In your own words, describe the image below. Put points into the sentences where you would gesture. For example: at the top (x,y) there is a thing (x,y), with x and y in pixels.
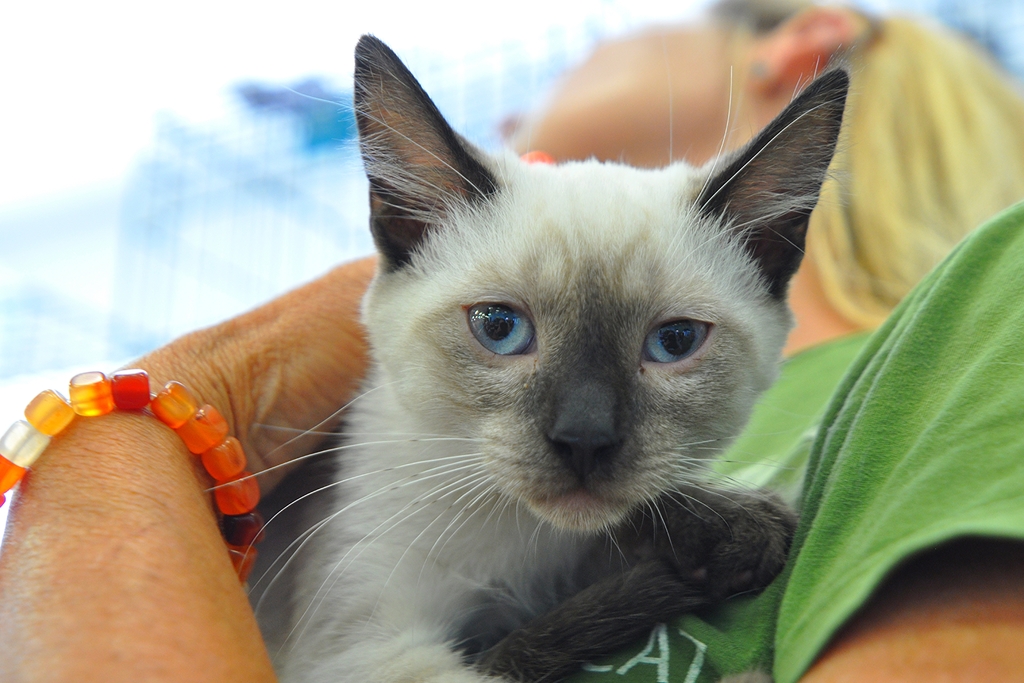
In this picture there is a white color cat (572,359) looking into the camera, which is holding by the girl (828,489). Behind there is a blur background (272,80).
